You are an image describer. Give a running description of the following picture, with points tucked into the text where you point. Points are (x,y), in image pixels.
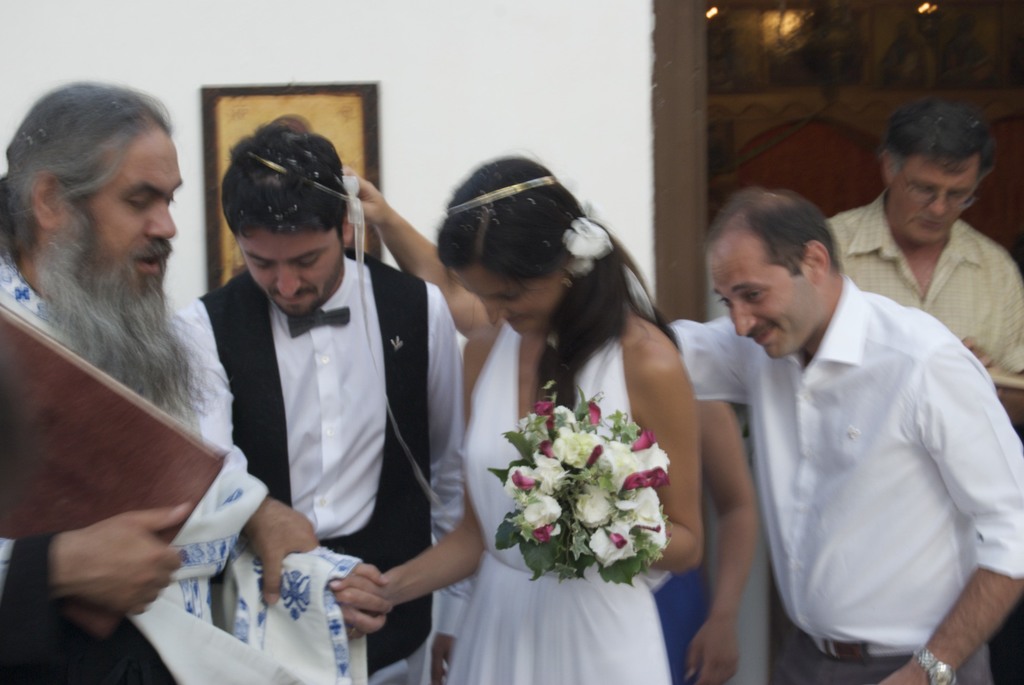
In this picture there is a woman (526,209) with white dress (574,663) is standing and holding the flowers (635,558) and there is a man (372,365) standing and holding the woman's hand (405,584). On the left side of the image (57,325) there is a man (57,325) standing and holding the book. On the right side of the image (835,536) there are two people (938,562) standing. At the back (358,166) there is a frame (373,167) on the wall (535,42) and there might be painting (847,48) on the wall (386,165).
